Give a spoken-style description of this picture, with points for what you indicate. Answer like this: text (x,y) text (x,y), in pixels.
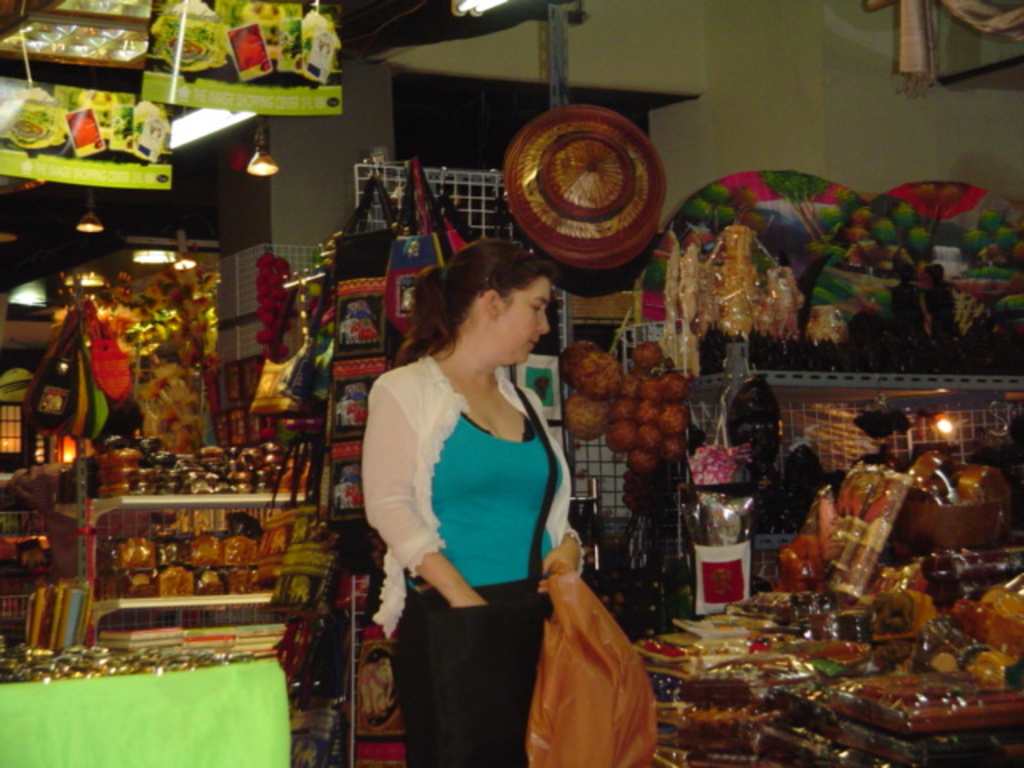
This picture seems to be clicked inside the hall (578,505). In the center (423,437) we can see a woman (471,415) wearing t-shirt (532,496), holding a plastic bag (577,678) and standing and we can see the metal racks (824,376) containing some food items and many other objects (965,525) and there are some objects (398,210) hanging on the metal rods (499,191). In the background (823,140) we can see the wall (782,70), lights (459,11) and many number of objects (338,470).
